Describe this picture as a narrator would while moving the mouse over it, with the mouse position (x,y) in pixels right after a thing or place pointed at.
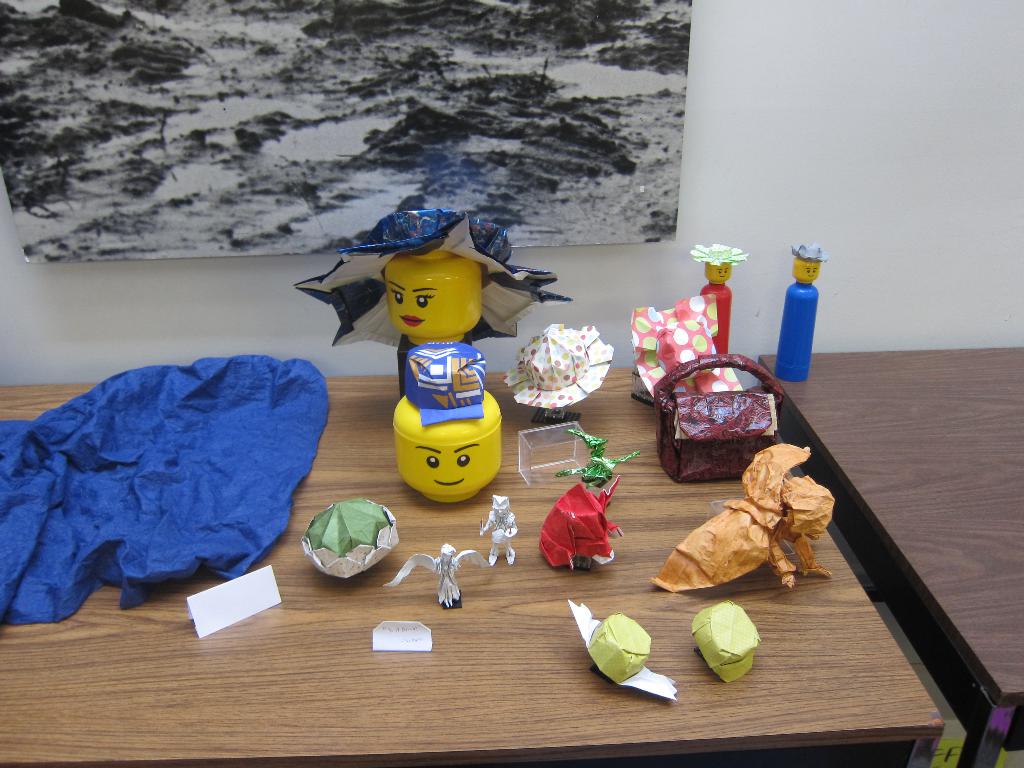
In this image there are two tables (616,558). One is in dark brown and another one is in light brown. On the light brown table (327,686) there is a toy (396,447), paper toy (448,569), bag (697,434) and a cloth (161,473). On the wall (745,71) we can see a painting (331,49).
